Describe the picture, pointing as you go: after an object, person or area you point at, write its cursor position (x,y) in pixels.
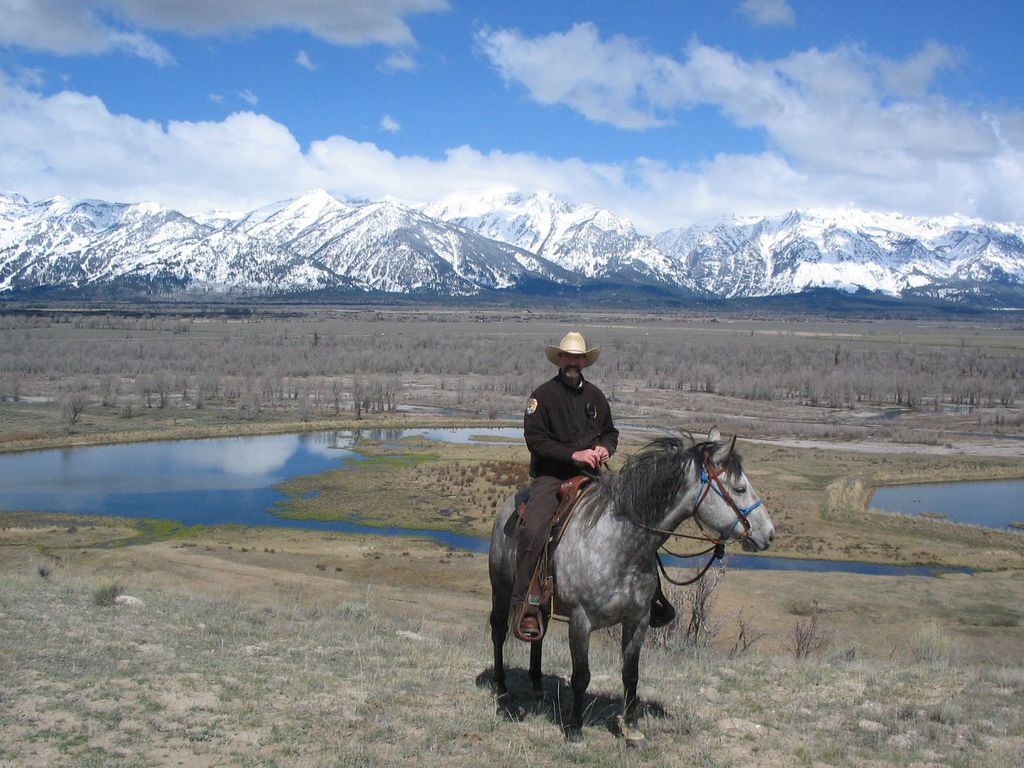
In this image, we can see a person (571,406) riding the horse (645,608). We can see the ground (335,661) with some grass (387,664). We can see some hills (616,244) with snow (890,263). We can also see some water (267,480) with the reflection (279,437). We can see the sky (322,68) with clouds (323,21).
